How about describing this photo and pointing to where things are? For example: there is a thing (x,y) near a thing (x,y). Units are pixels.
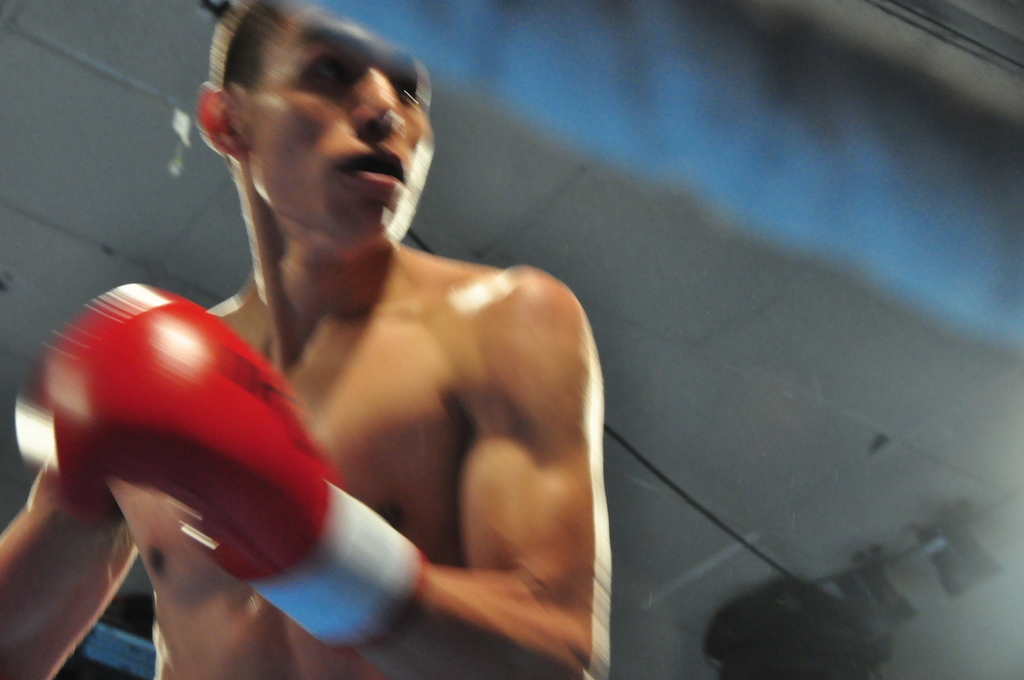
In this image, we can see a person (496,325) wearing a glove (231,456).
